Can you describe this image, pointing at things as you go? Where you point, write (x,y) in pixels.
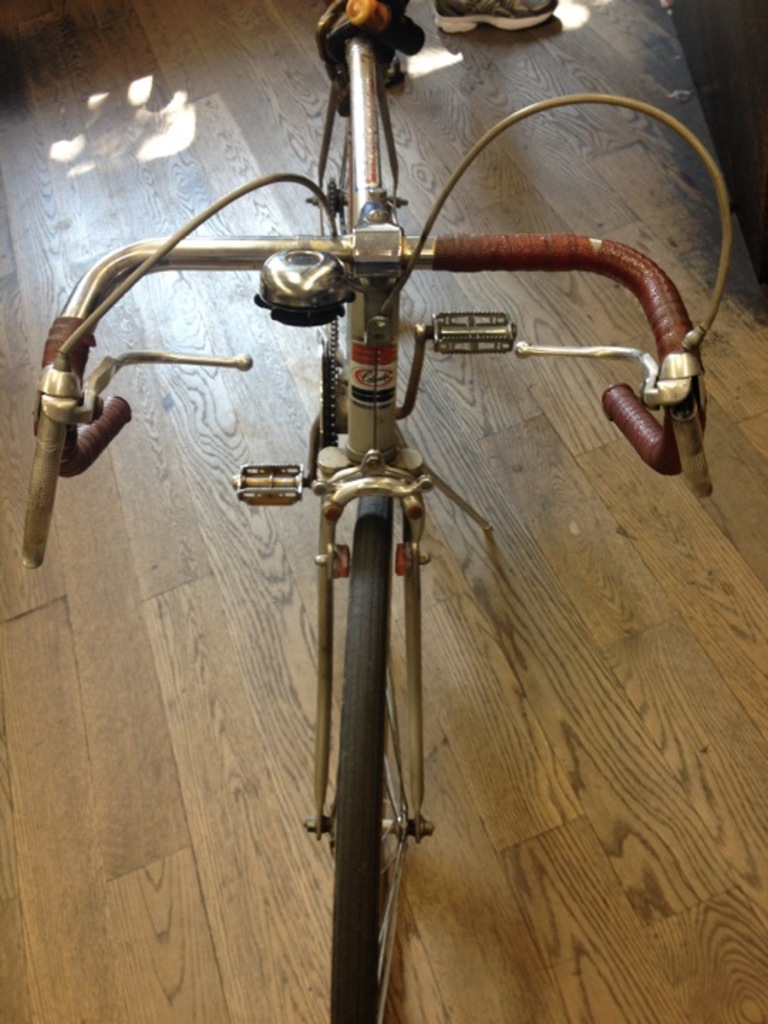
In this picture there is a bicycle (369,234) in the foreground (366,865). At the back (499,25) there is a person (490,6). At the bottom (556,770) there is a wooden floor (594,585).
